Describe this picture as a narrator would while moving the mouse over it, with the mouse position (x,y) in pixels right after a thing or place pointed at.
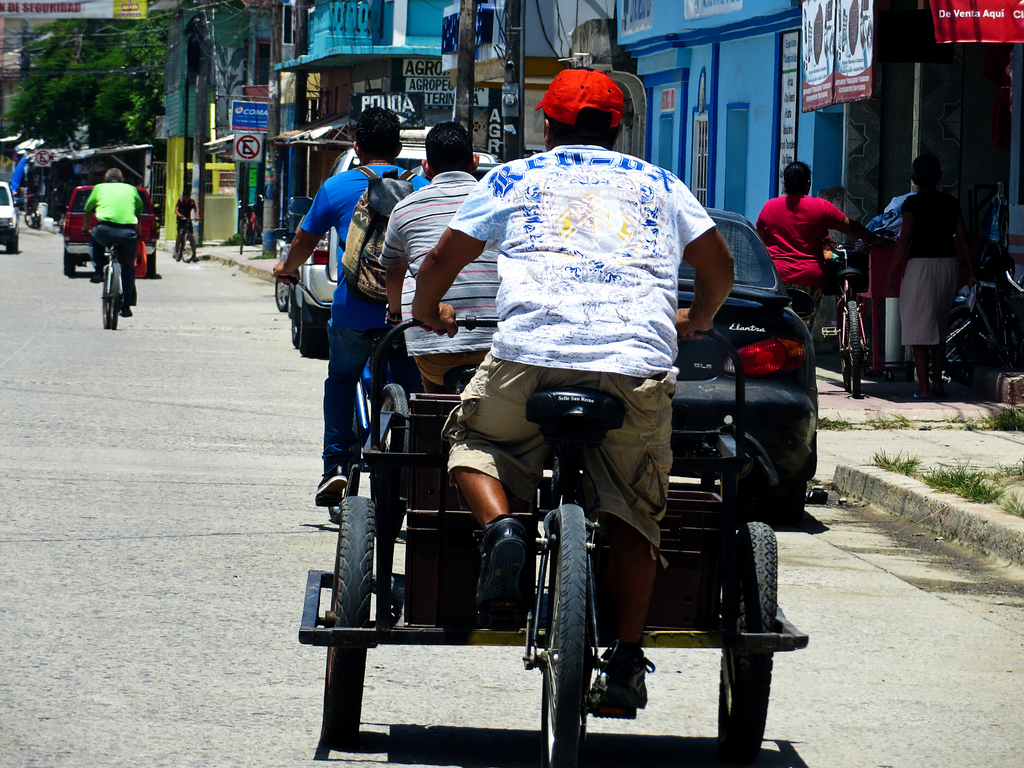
In the foreground (340,246) three persons (606,153) are riding a bicycle (736,691). And a woman (806,261) is standing with a bicycle (841,343). In front of that a person (923,347) is standing. In the middle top left (114,227) a person (116,240) is riding a bicycle (109,299), in front of that a car (77,251) is moving. In the background (178,129) buildings (836,144) are visible. In the top left (108,63), trees (106,78) are visible. And below that a sign board (260,144) is visible. This image is taken on the road (196,408) during day time.
